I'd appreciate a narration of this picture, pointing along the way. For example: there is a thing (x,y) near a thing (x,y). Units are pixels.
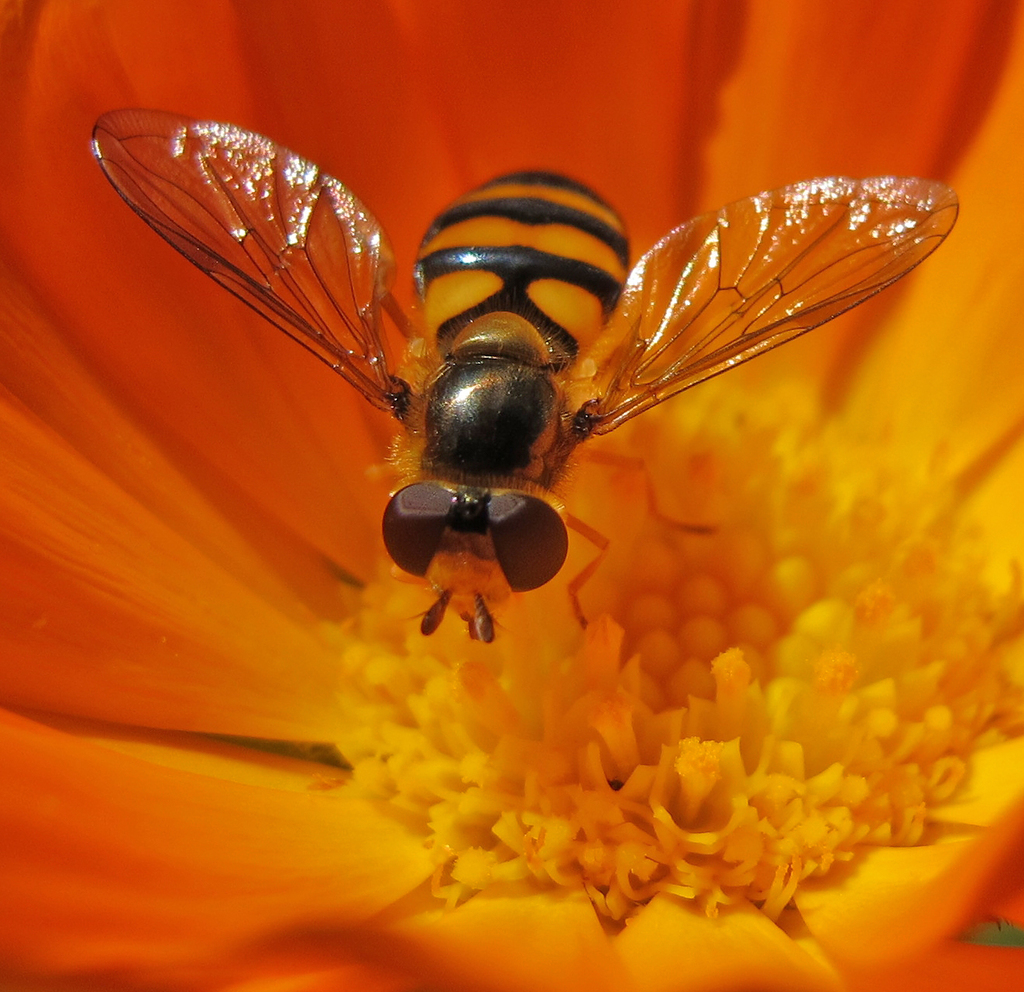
In the image we can see a flower (727,535), on the flower (402,160) there is a hoverfly (139,121).
